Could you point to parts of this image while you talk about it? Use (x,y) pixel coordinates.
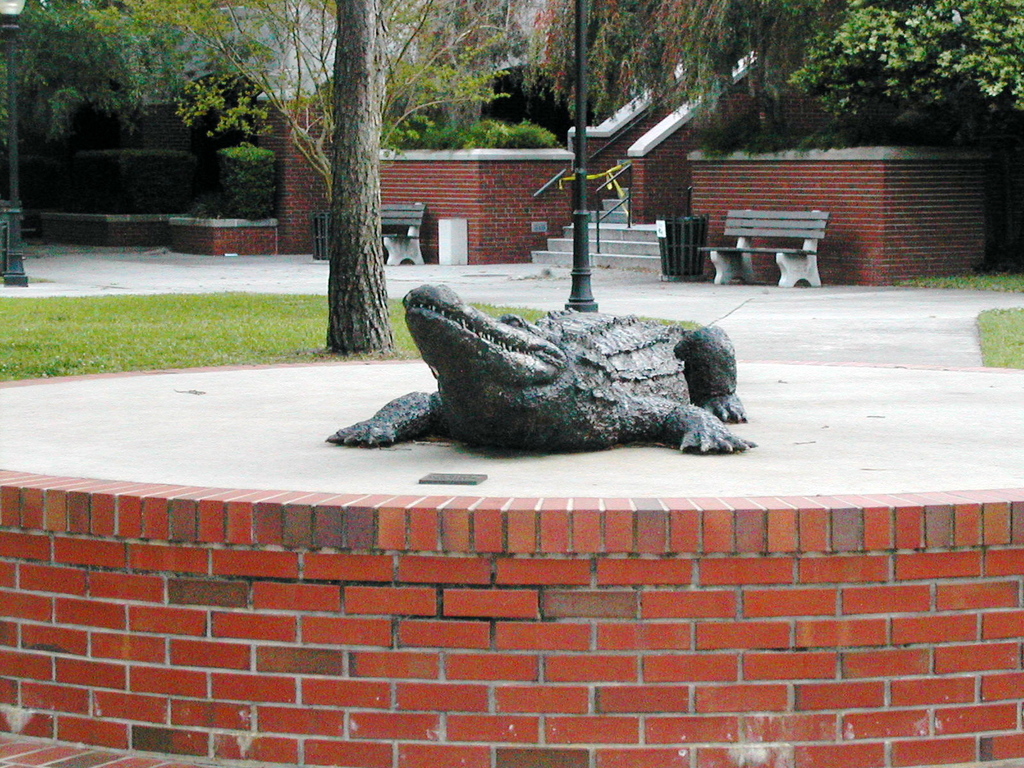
In this picture we can see the statue (525,370) of a crocodile (541,360) on a cement platform (693,477). Behind the statue (543,323) there are poles (582,254), benches (409,254), iron grilles (677,233), wall (788,182) and steps (565,236). On the left side of the wall (295,184) there are hedges (117,174). Behind the wall (458,170), it looks like a building (493,89).
